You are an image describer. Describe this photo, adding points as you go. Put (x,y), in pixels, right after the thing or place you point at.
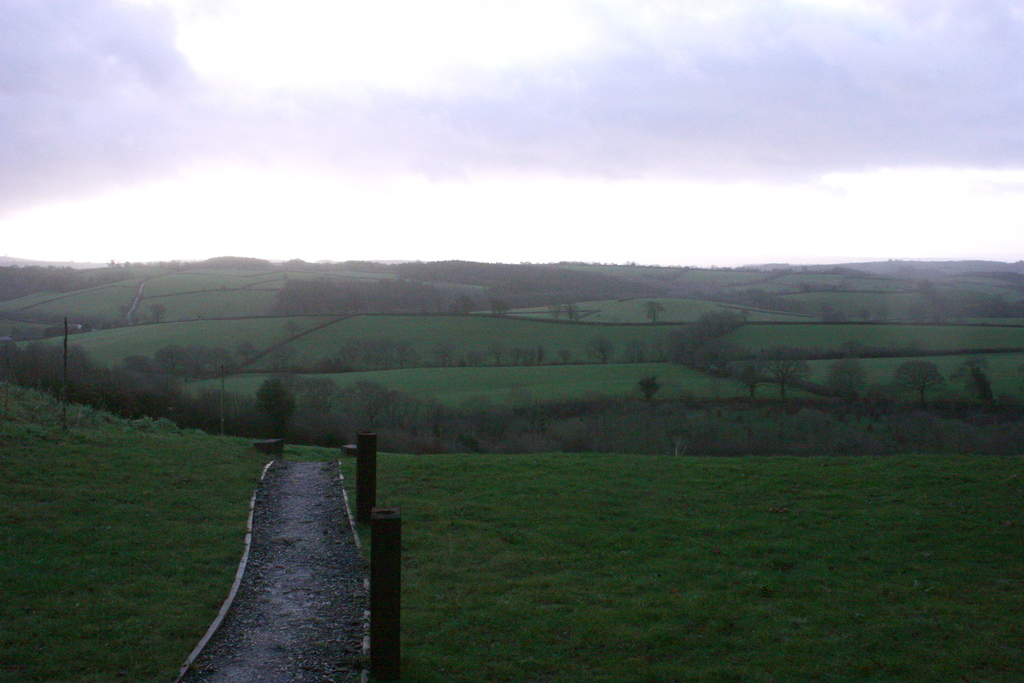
In this image I can see an open grass ground (460,376), number of trees (366,296), few poles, clouds (172,51) and the sky (524,180).
